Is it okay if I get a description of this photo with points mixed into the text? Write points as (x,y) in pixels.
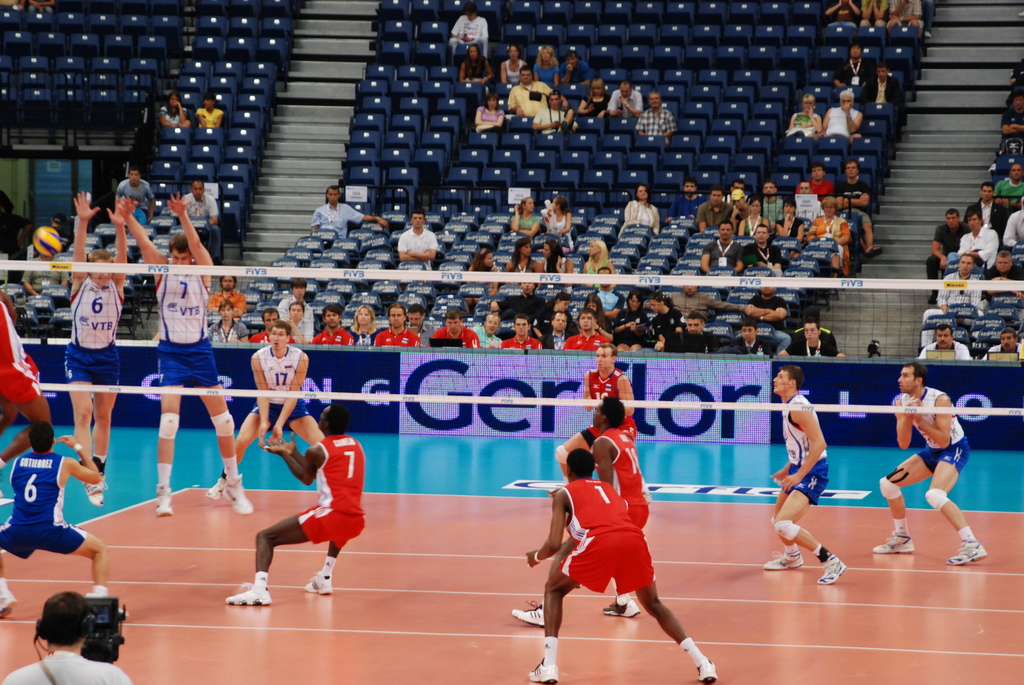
There are players (946,400) in different color dresses (36,495) playing volleyball in an orange color court (429,579). Which is having a net (390,377). On the left side (96,644), there is a person (85,680) holding camera (95,630) and capturing them. In the background (976,391), there are hoardings (513,373) in different colors arranged on the blue color floor (1016,459) and there are persons (482,23) sitting on chairs (424,283) of a stadium (391,101).
